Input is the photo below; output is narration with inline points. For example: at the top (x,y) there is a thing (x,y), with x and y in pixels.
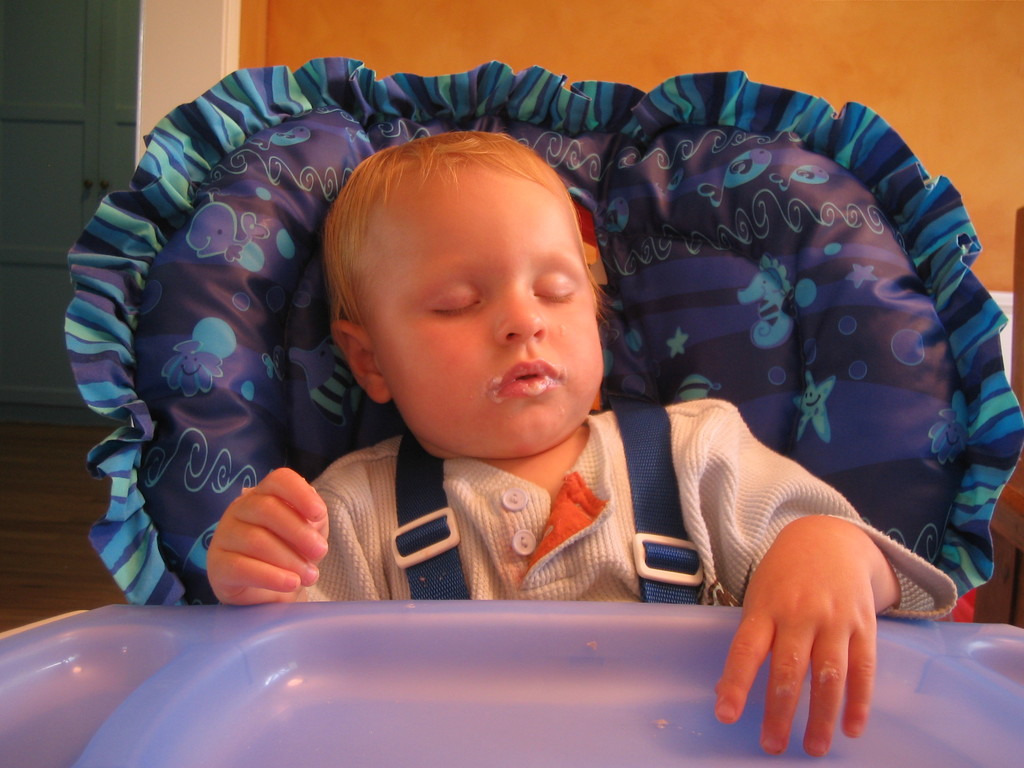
In this image we can see a kid (570,414) sleeping, behind with him there is a cushion (809,435), in front of him there is a plate (507,714), also we can see the wall (787,62), and a closet (56,187).
